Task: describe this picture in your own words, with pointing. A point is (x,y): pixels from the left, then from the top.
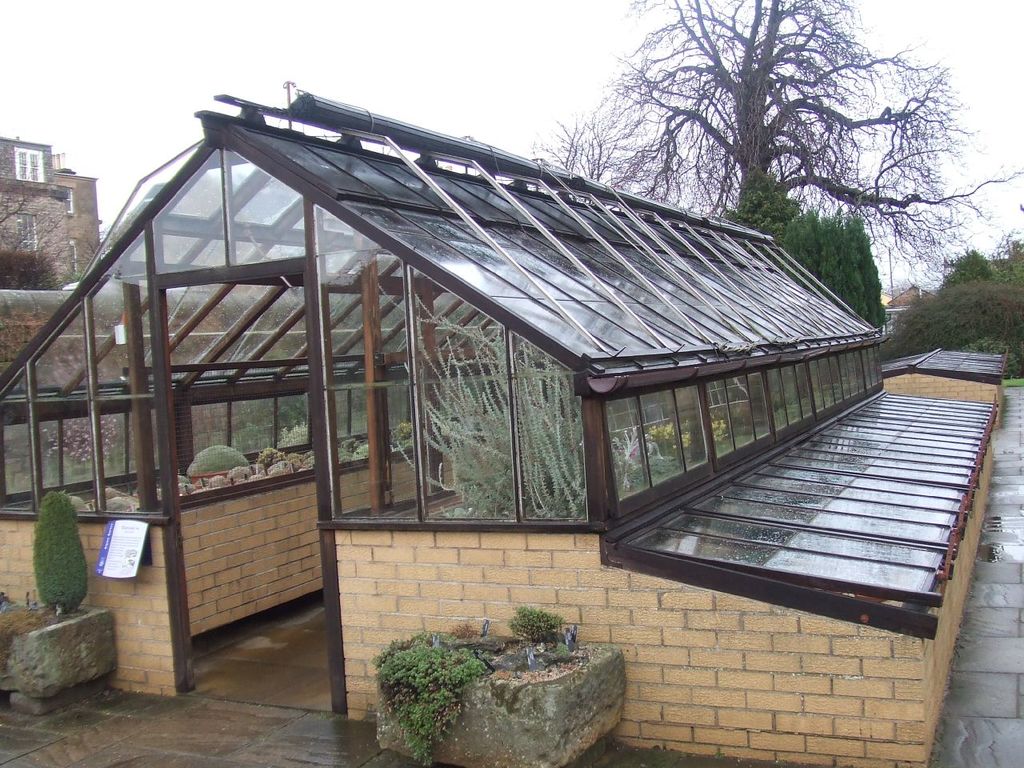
In this image I can see a shed (460,544), house plants (447,504), trees (821,248), building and the sky (19,122). This image is taken may be during a day.
